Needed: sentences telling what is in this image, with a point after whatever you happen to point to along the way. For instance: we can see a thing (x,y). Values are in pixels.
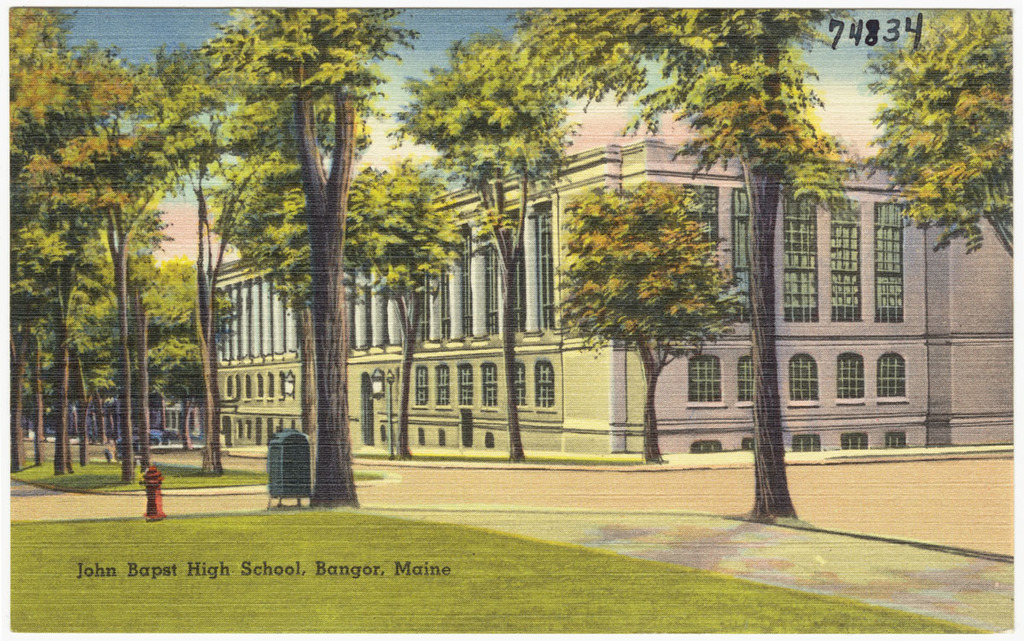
This looks like a poster (378,320). I can see the trees (381,225). Here is the fire hydrant (147,511), which is red in color. I think this is a dustbin (289,454). This looks like a building (539,382) with the windows (491,373). This is the grass (240,523). I think this is a pathway (512,517). I can see the letters (81,579) and the numbers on the poster (629,433).
